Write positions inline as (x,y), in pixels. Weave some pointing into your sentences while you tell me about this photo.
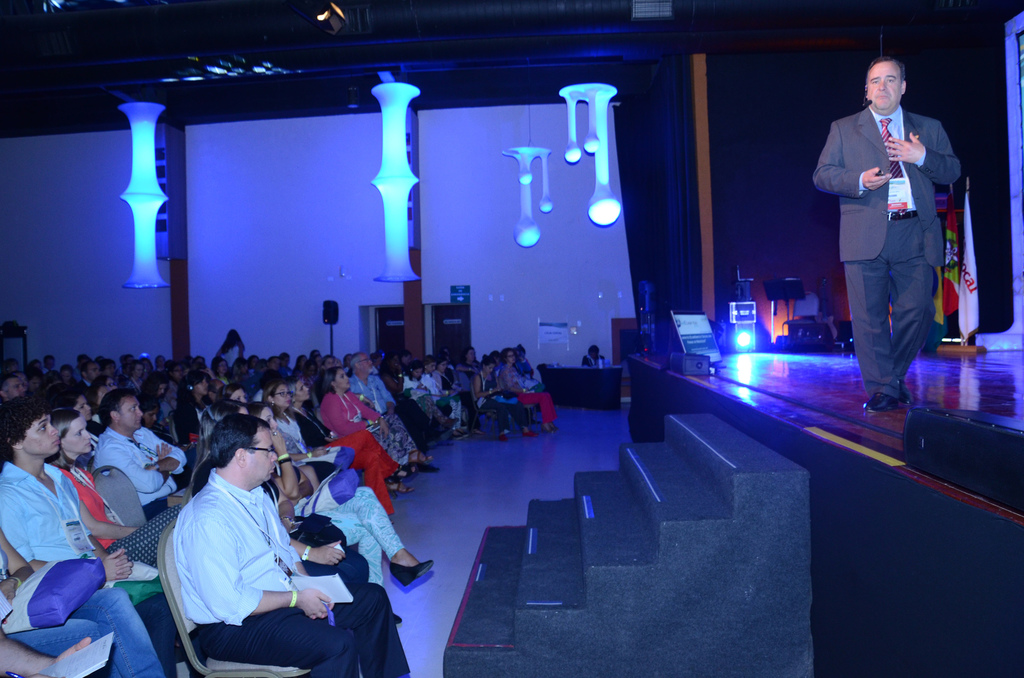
In this picture we can see a group of people (212,396) are sitting on chairs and a person (865,325) is standing on the stage (916,390) and explaining something and on the stage (824,366) there is a flag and other things (793,331). Behind the people (349,412) there is a speaker (325,309) with a stand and behind the speaker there is a wall (368,331).
